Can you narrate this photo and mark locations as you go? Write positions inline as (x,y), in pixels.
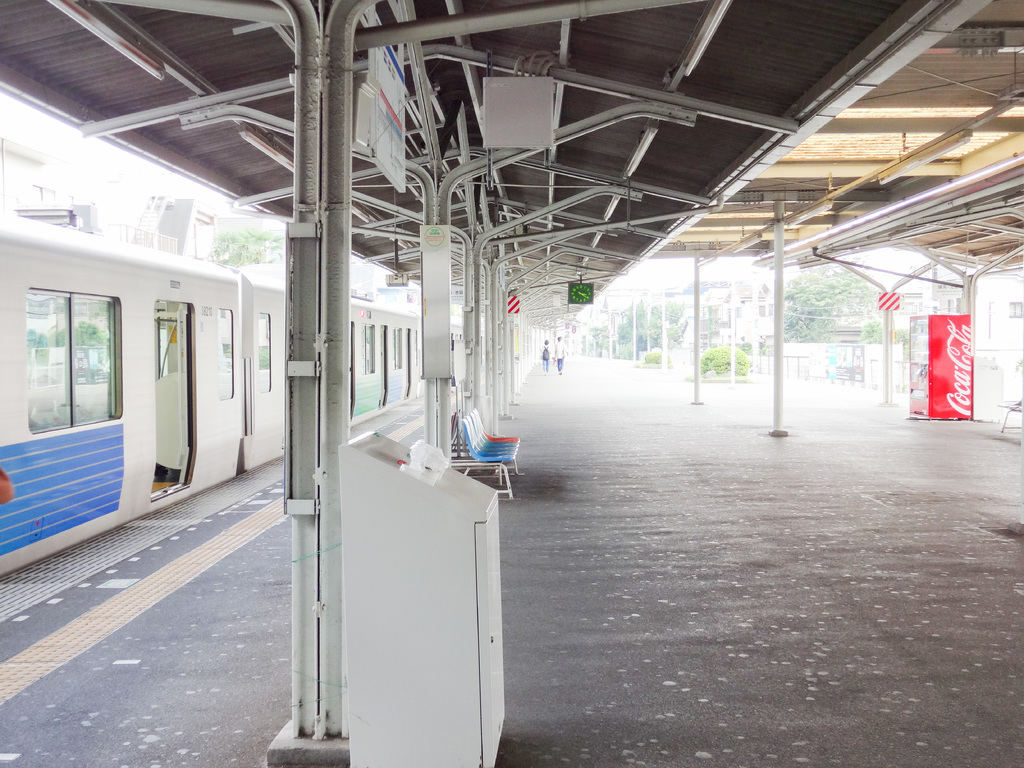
In this image we can see chairs (466,440), poles (445,397), platform (785,666), clock (574,293), roof (922,86), boards (388,145), white color machine (441,584) and trees (729,355). On the left side of the image (131,348), we can see the train (147,369). On the right side of the image (950,374), we can see a refrigerator (913,363).
